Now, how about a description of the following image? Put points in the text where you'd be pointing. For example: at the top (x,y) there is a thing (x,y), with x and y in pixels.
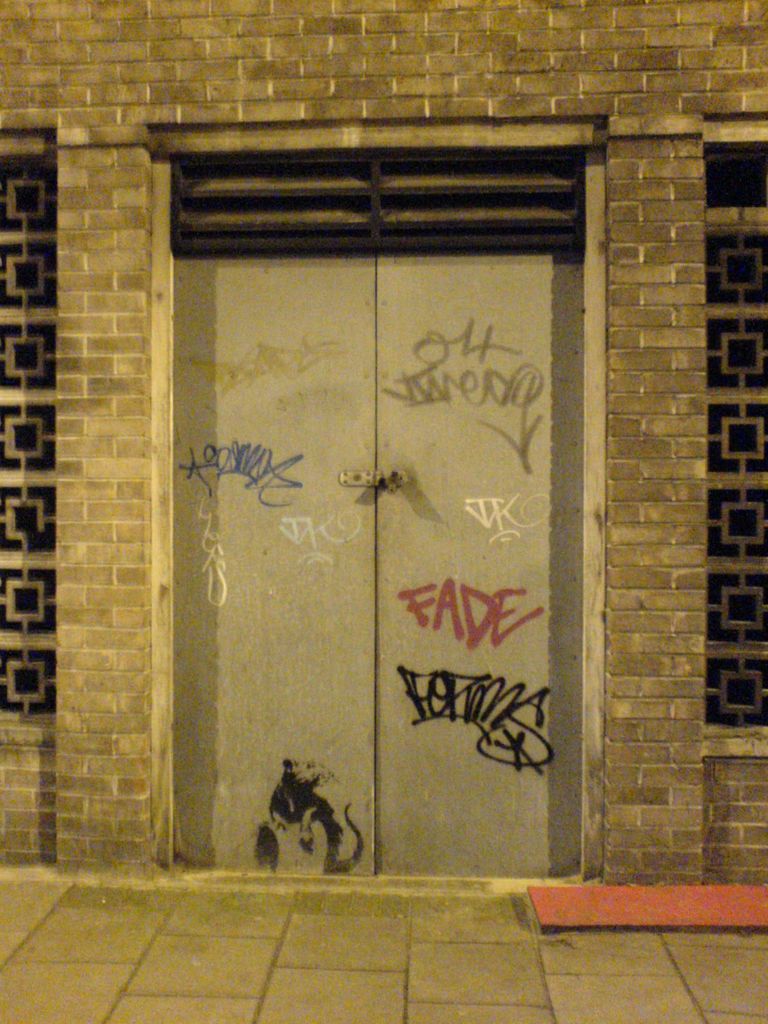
In this image there are windows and door (387,641) of a building (638,331), there is some text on the door (338,545).
